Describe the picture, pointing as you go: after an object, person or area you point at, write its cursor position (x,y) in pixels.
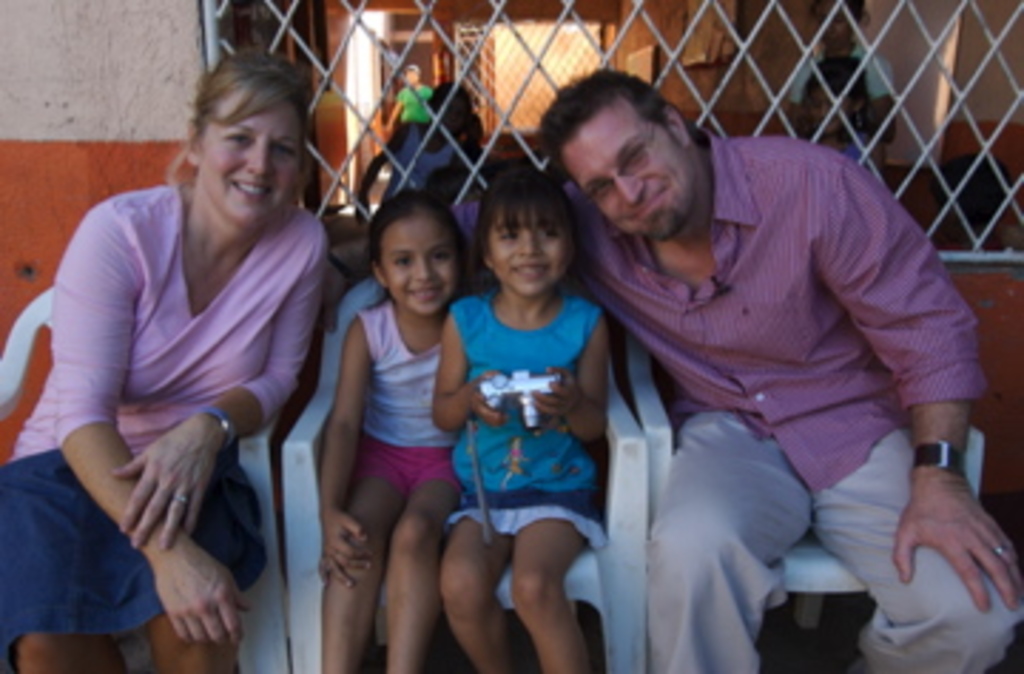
Here I can see a woman (227,321), a man (627,207) and two girls (401,373) are sitting on the chairs (296,471), smiling and giving pose for the picture. One girl (527,353) is holding a camera (527,389) in the hands (468,391). At the back of these people (814,318) I can see a wall (94,116) and the net (321,66). At the back of it I can see few people (457,123).
